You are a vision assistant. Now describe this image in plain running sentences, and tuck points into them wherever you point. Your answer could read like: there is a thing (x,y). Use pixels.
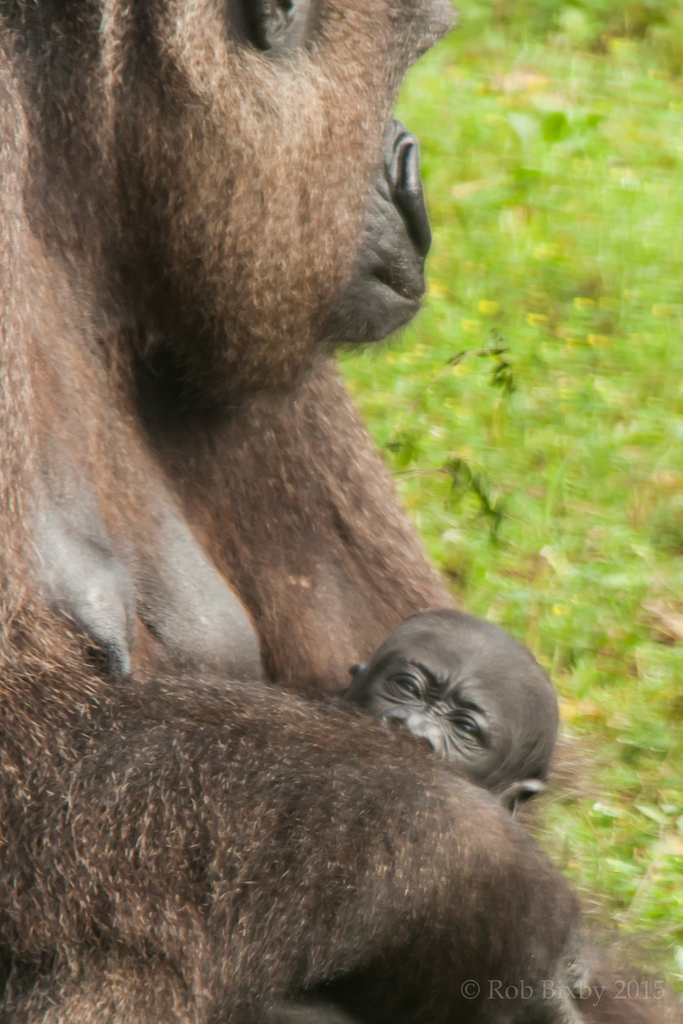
In the picture I can see a gorilla (492,929) and gorilla baby (526,668). I can see the green grass (498,249) on the right side (540,246).
